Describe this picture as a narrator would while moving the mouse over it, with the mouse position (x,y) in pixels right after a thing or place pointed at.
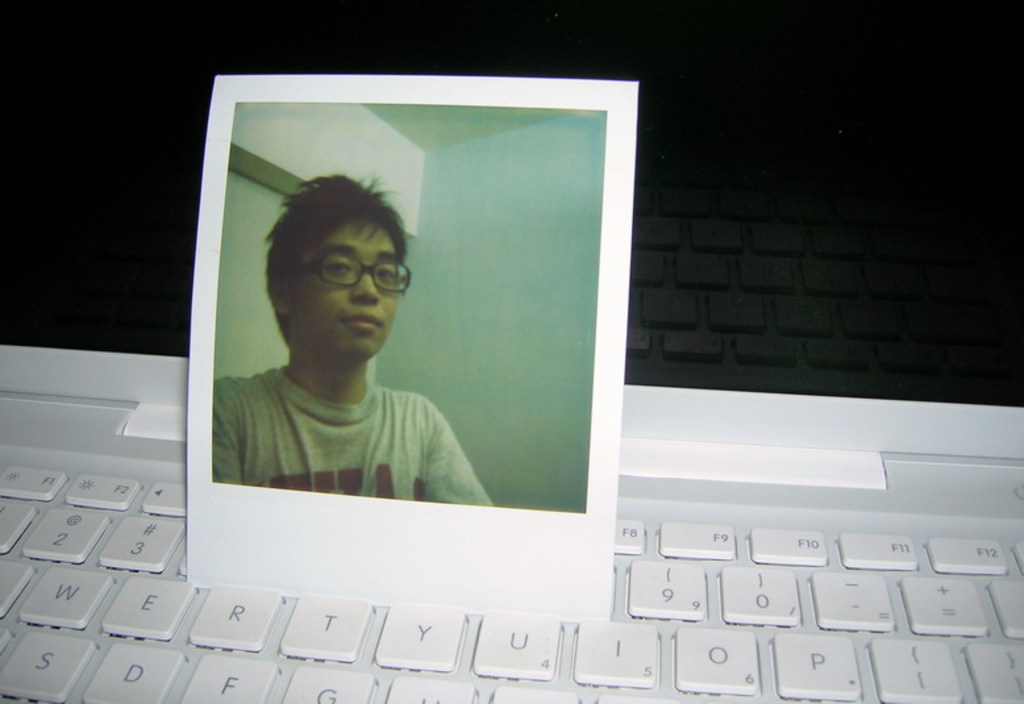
In the image there is a photograph (587,234) of a boy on a laptop (800,386).
